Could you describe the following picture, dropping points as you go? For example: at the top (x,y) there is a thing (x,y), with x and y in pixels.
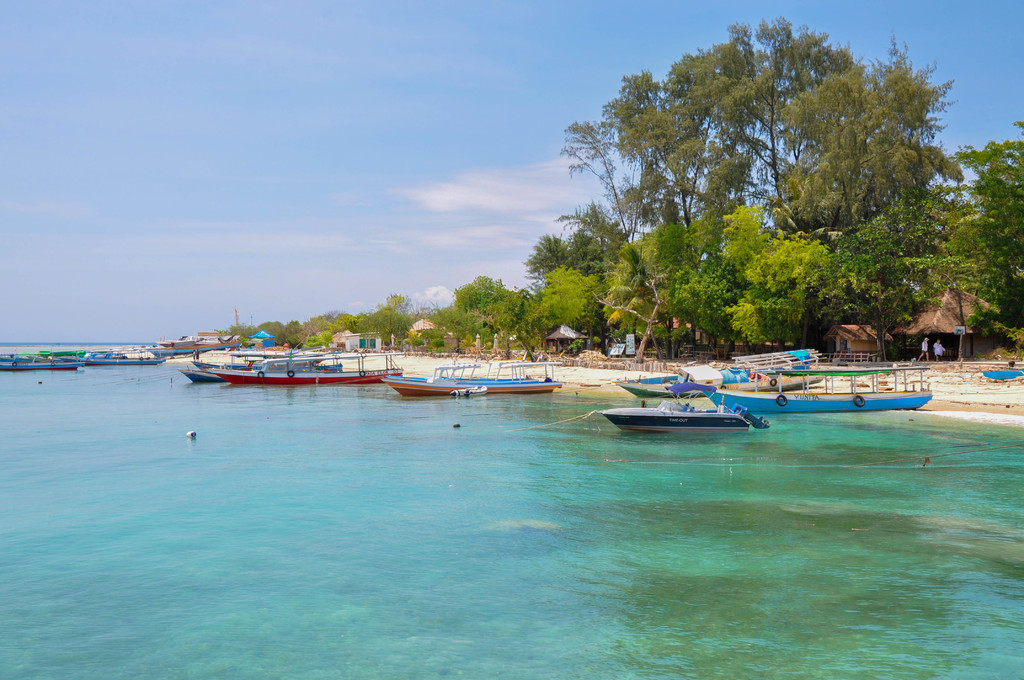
In this image we can see boats (234,341) on the water (592,468). Here we can see a fence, huts (867,352), boards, people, and trees (551,314). In the background (608,191) there is sky (608,191) with clouds (520,234).
